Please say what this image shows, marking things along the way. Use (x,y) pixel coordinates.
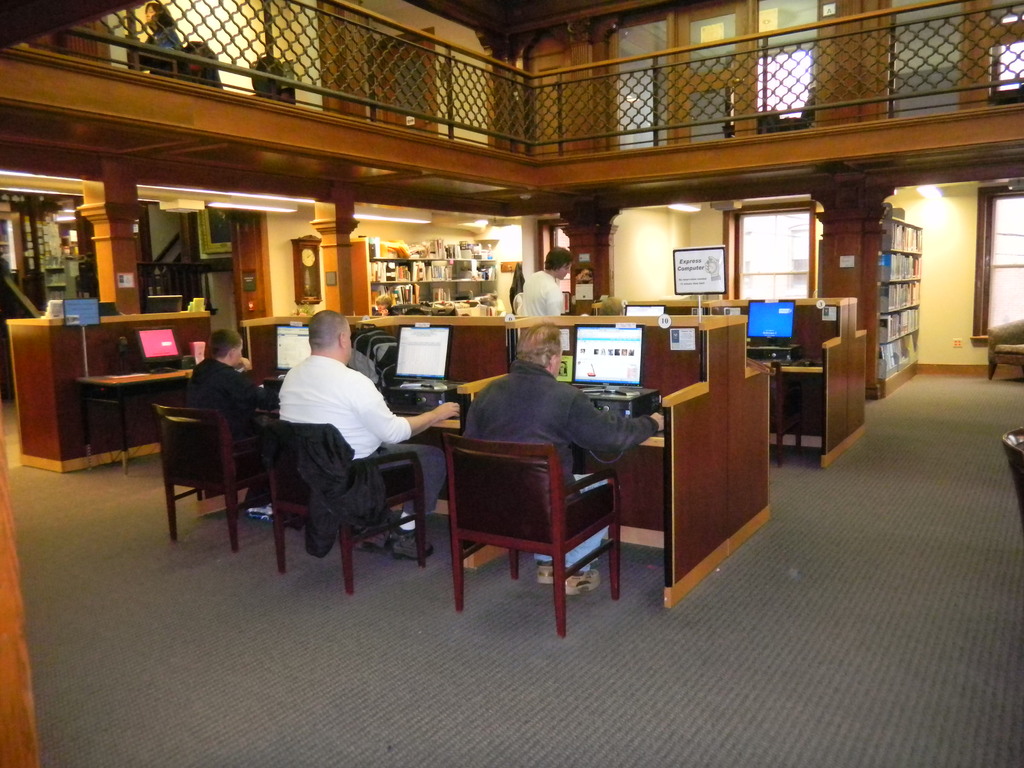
In this picture we can see some cabins (733,435) and some people (367,435) sitting on the chairs (315,459) in front of the desk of a cabin (463,377) on which there are some systems (583,389) and to the left (125,366) there is a shelf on which some things (477,244) are placed.
